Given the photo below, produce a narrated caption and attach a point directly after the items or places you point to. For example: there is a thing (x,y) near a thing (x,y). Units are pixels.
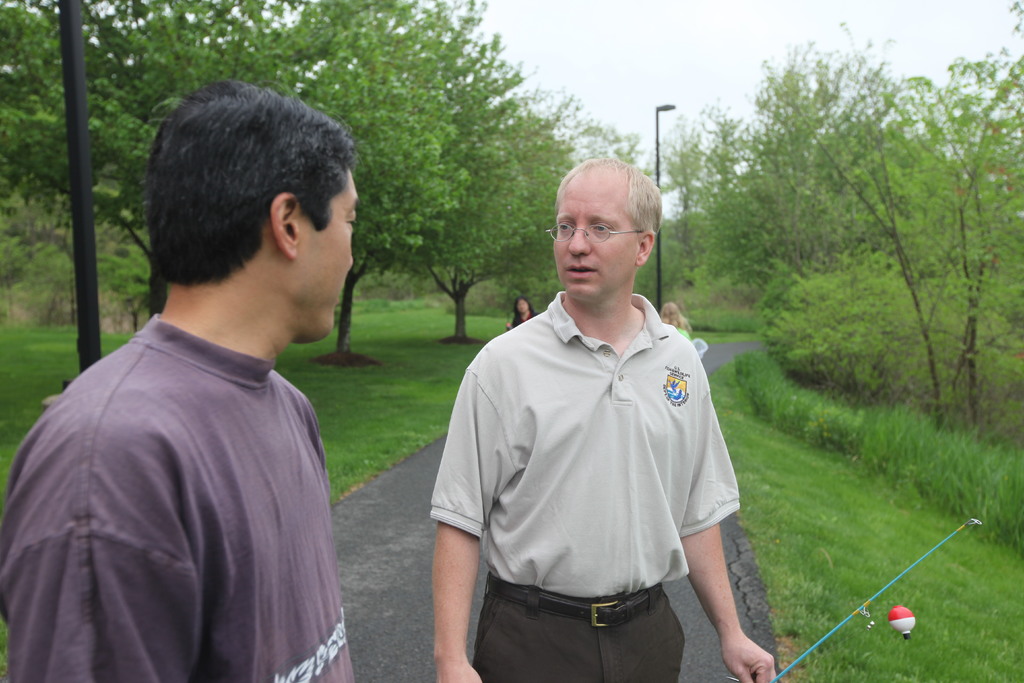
In the middle of the image (627,374) few people (652,554) are standing. Behind them there are some poles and trees (53,285) and grass (823,400) and sky (953,58).
